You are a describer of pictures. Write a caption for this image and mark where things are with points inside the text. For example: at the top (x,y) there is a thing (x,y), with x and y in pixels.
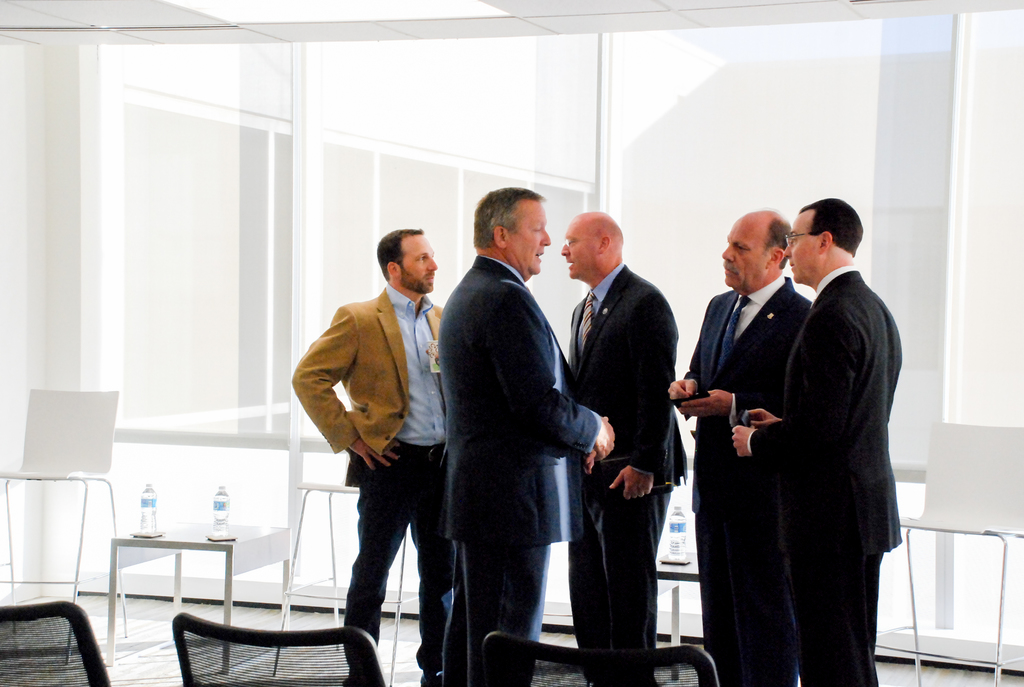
In this image there are group of people (582,591) standing, there is a table (176,545), water bottle (222,523), chair (78,667).
